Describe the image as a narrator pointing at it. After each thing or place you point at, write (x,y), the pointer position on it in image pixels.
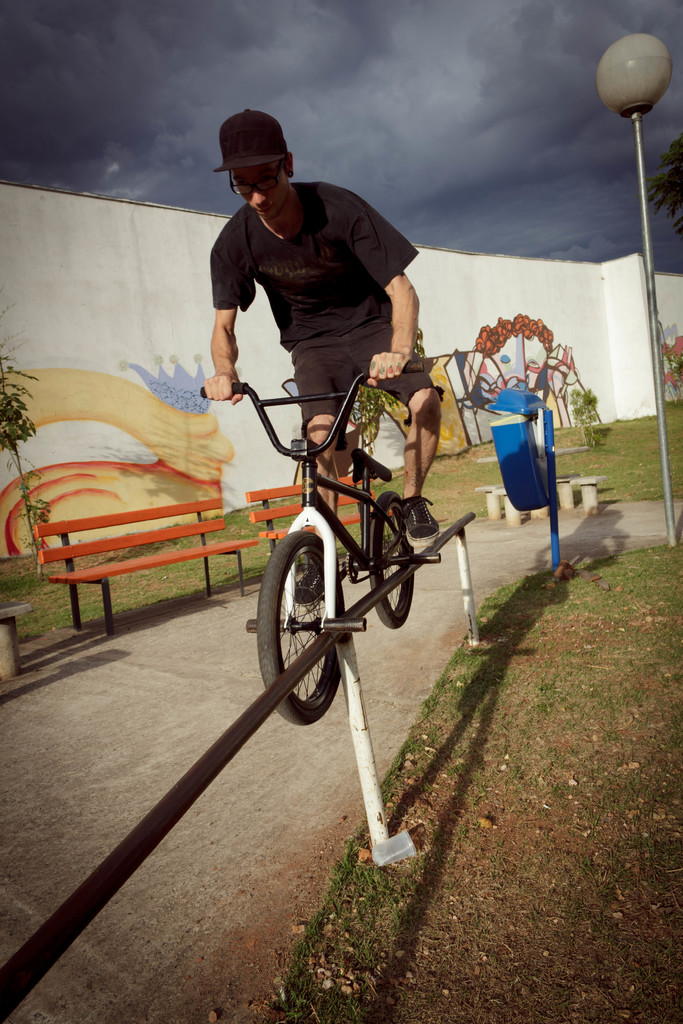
It is a road (387,688), on the either side of the road (399,685) there is grass (56,607), to the left side (220,548) there are two benches (295,513) to the right side (459,558) there is a rod (241,740) a person (337,370) is performing some feats on the rod (386,595), in the background (483,401) there is a white color wall (556,406), a dustbin (546,456), sky (545,74) covered with dark clouds (507,137).
